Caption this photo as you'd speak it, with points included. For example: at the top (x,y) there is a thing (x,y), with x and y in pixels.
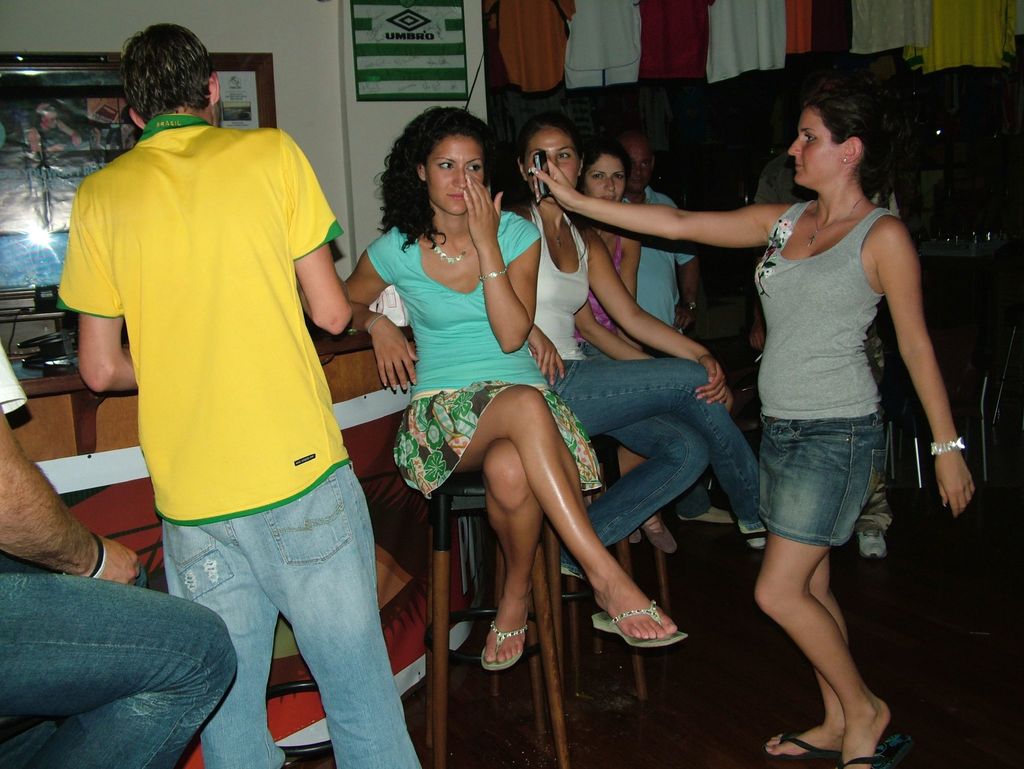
In this picture we can see the group of girl (557,280) sitting on a chair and looking to the mobile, holding by the woman (830,515), who is standing in the front (831,646). Behind we can see the table (103,422) and white wall (286,93) with hanging photo frame (226,95).
